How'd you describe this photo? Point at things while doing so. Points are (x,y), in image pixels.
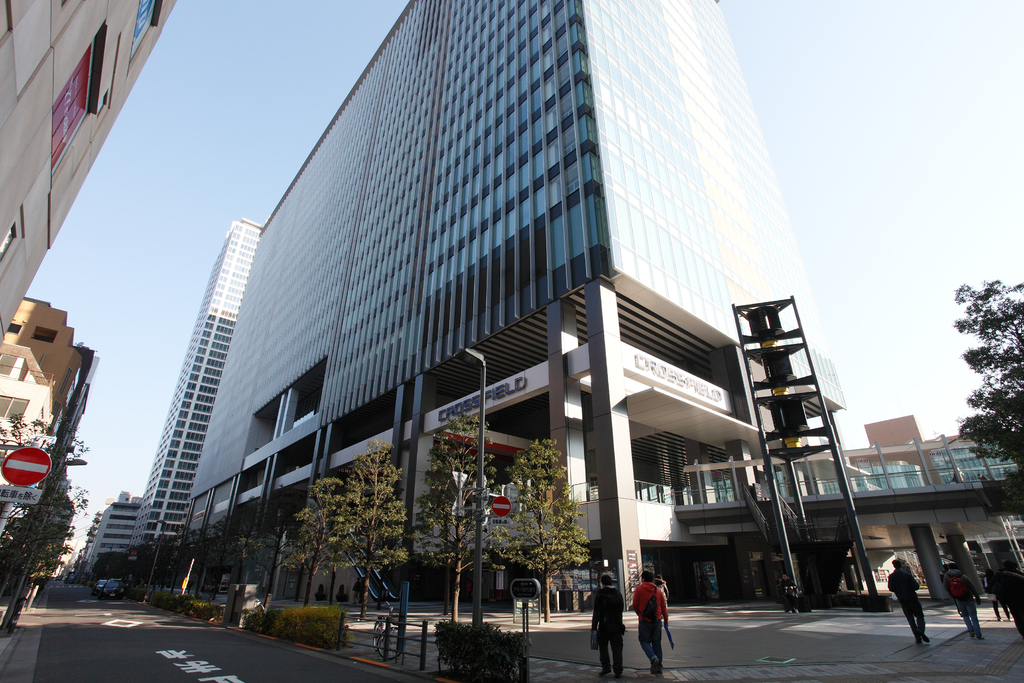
In this picture we can see some people (788,605) are walking on the footpath (841,642), vehicles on the road (176,632), bicycle (379,621), sign boards (40,472), plants (264,626), buildings (329,317), trees (516,552), some objects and in the background (162,151) we can see the sky (979,185).
